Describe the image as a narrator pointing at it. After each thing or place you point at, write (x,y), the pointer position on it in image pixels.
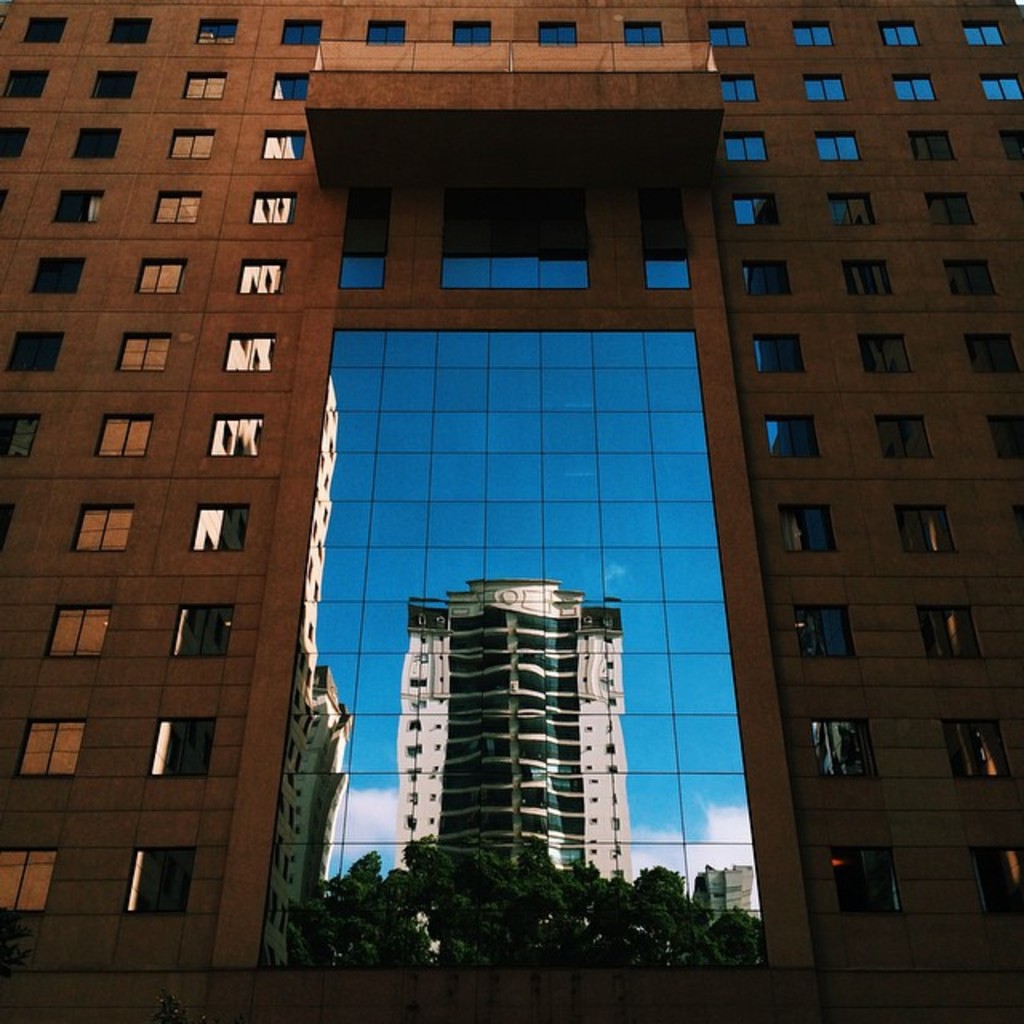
We can see building (988,569) and glass (489,473), through this glass (507,630) we can see buildings (594,746), trees (387,907) and sky (662,651) with clouds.
